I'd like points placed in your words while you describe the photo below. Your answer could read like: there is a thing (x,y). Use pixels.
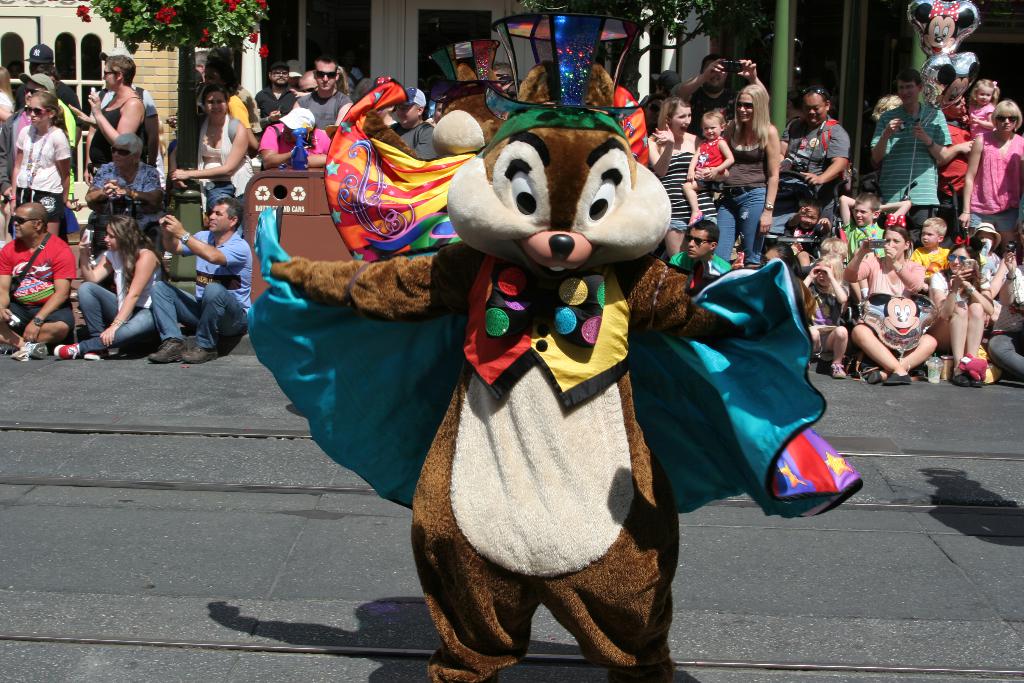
In this picture, there is a person (708,437) wearing a squirrel costume (453,325) and he is standing on the road (762,629). Behind him, there are people (137,182) sitting on the footpath (77,292) and clicking pictures. Behind them, there are people (986,101) standing and staring the play. In the background (188,25), there are buildings (844,64), trees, poles (778,70) etc.
